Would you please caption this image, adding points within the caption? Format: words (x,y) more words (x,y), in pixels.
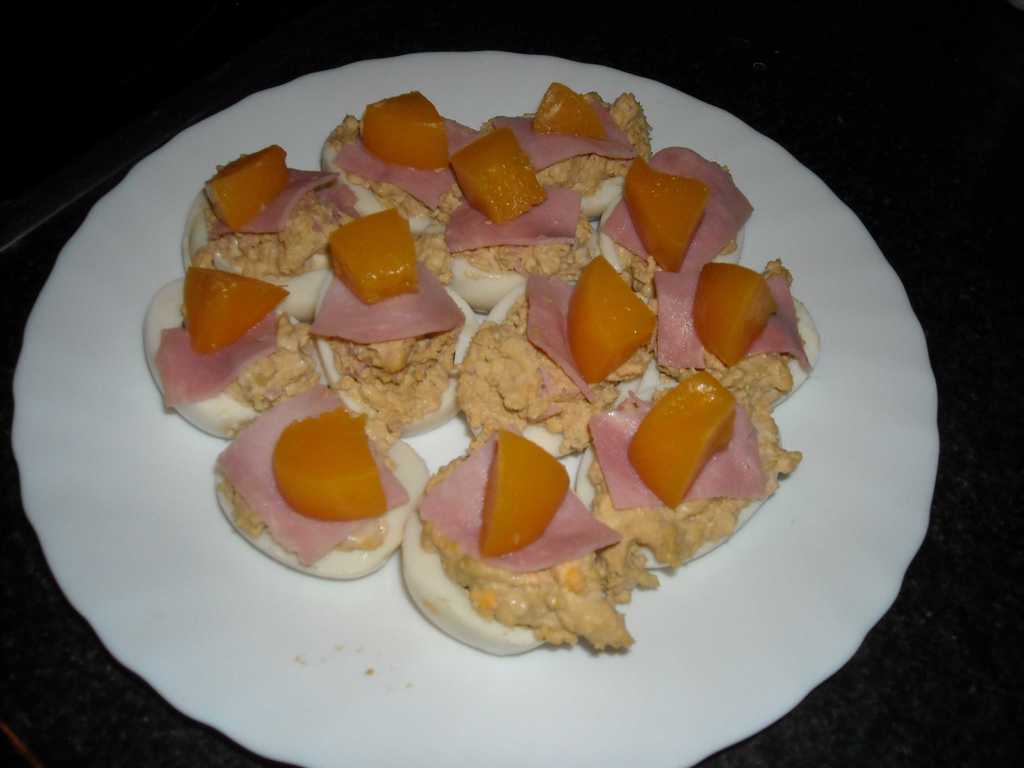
In this image there is a plate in the plate (691,584) there is some food (654,456), and there is black background (47,664).
